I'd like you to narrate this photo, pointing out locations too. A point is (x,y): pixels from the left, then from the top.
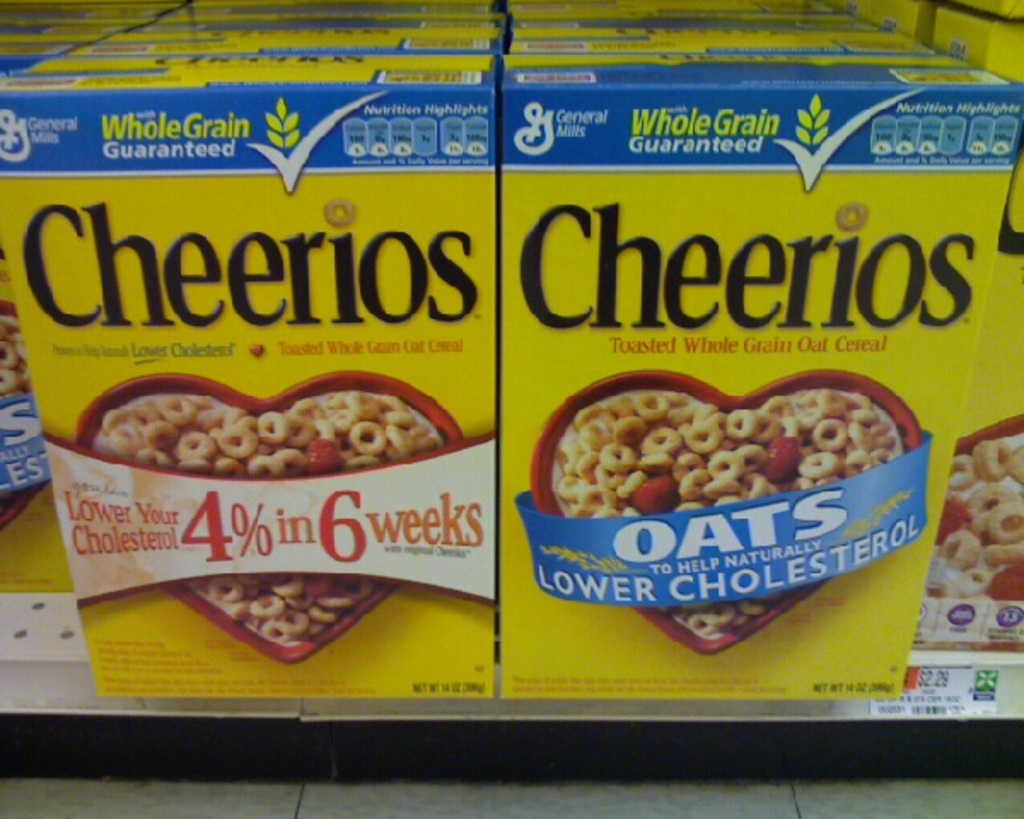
This is a zoomed in picture. In the center (344,505) we can see there are many number of boxes (686,48) of food item (673,189) and we can see the picture (325,625) of a bowl (251,402) containing a food item (741,438) on the boxes (810,197) and we can see the text (864,276) on the boxes (394,565).
